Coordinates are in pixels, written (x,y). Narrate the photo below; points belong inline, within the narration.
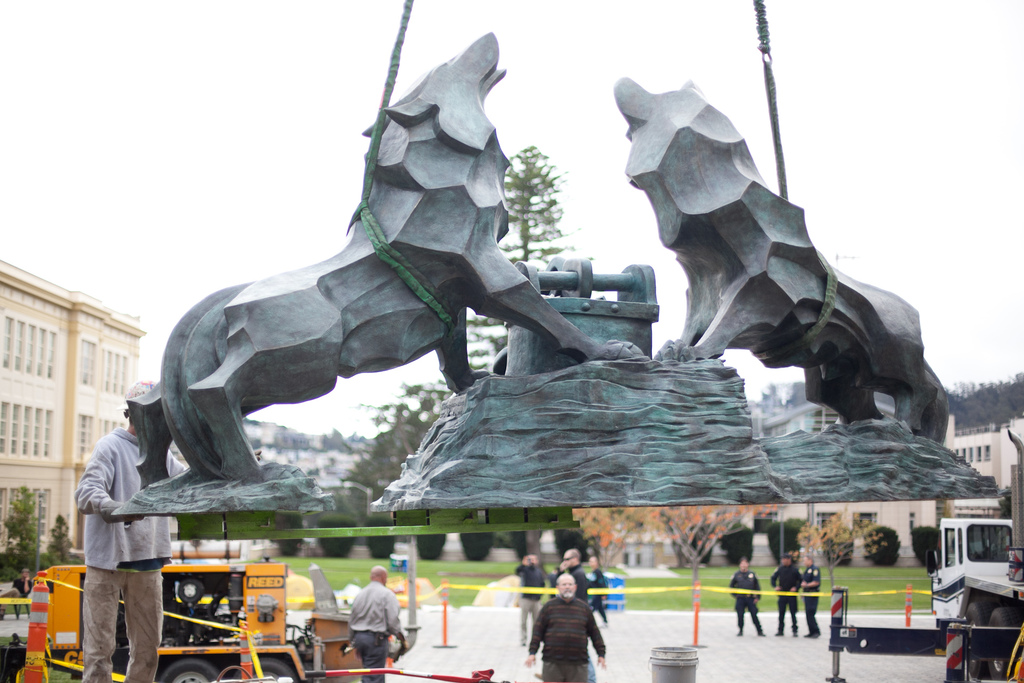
In the center of the image (652,435), we can see a sculpture (488,420) and in the background (778,580), there are people (788,570) and we can see vehicles (196,569), trees (801,538), buildings (37,299), shrubs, traffic cones (36,586), poles (837,587) and there are ribbons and some other objects (405,633). At the top (221,139), there is sky (218,138) and at the bottom (746,632), there is a road (762,652).
